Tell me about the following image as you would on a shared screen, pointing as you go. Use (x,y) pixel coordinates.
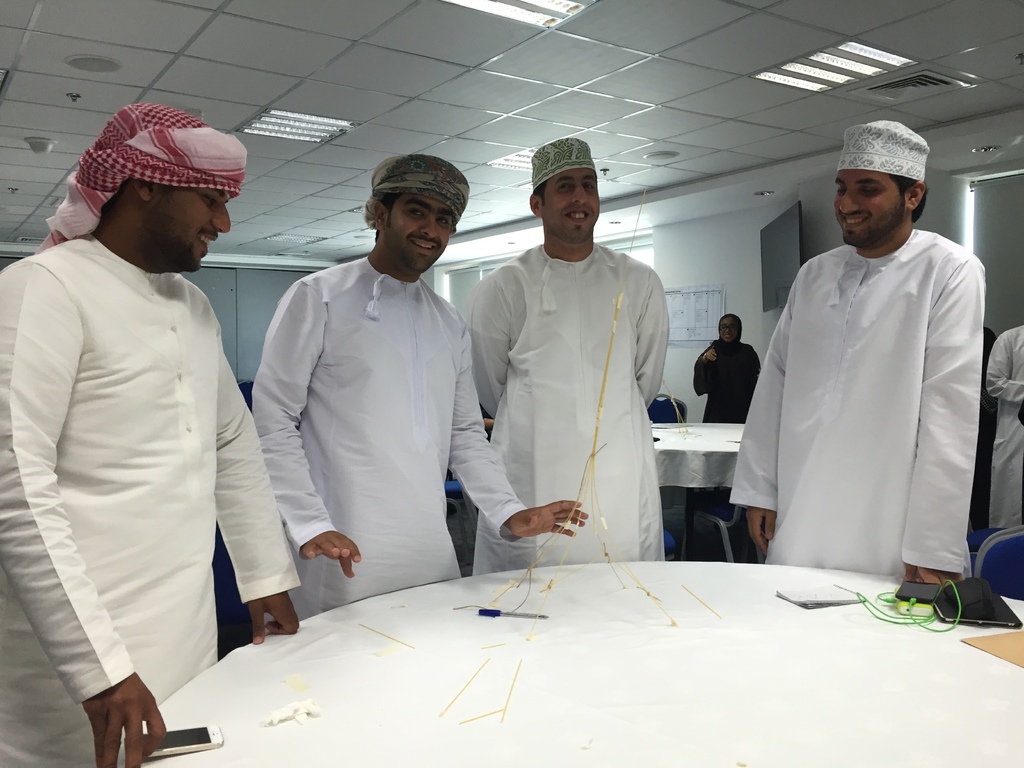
In this image, there are a few people (706,420). We can also see some tables (699,464) covered with white cloth (674,586) and some objects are placed on it. We can see the wall (683,284) with a poster (674,327). We can also see a board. We can see the roof (613,22) with some lights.
